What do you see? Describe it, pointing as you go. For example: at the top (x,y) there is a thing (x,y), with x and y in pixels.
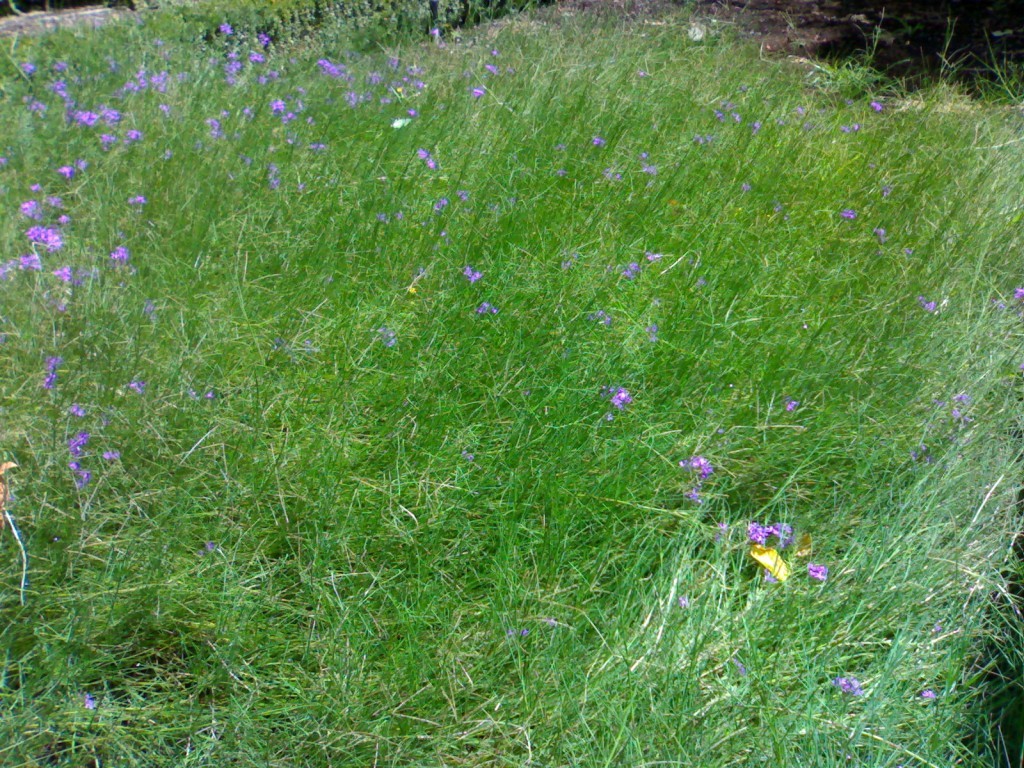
In this picture we can see some grass (475,315), flowers (769,538) are present. At the top right corner (908,37) ground (816,49) is there.
